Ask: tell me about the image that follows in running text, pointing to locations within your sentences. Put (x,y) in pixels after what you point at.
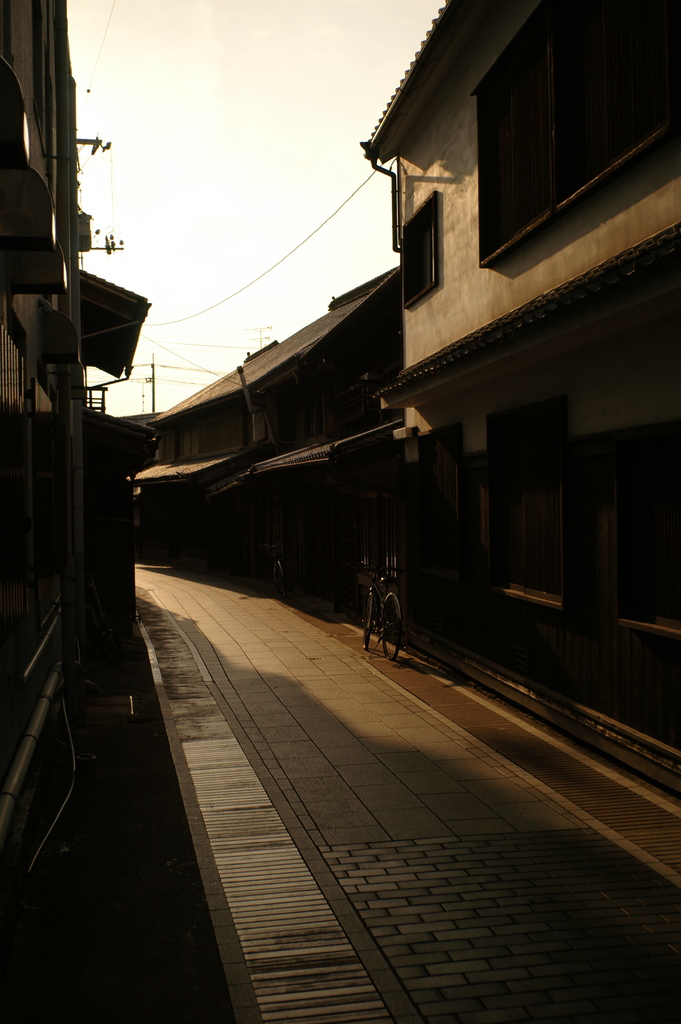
In this image we can see a bicycle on the road (270,759). Beside the road (381,694) we can see few buildings (308,514). At the top (257,313) we can see the sky (229,282) and wires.
